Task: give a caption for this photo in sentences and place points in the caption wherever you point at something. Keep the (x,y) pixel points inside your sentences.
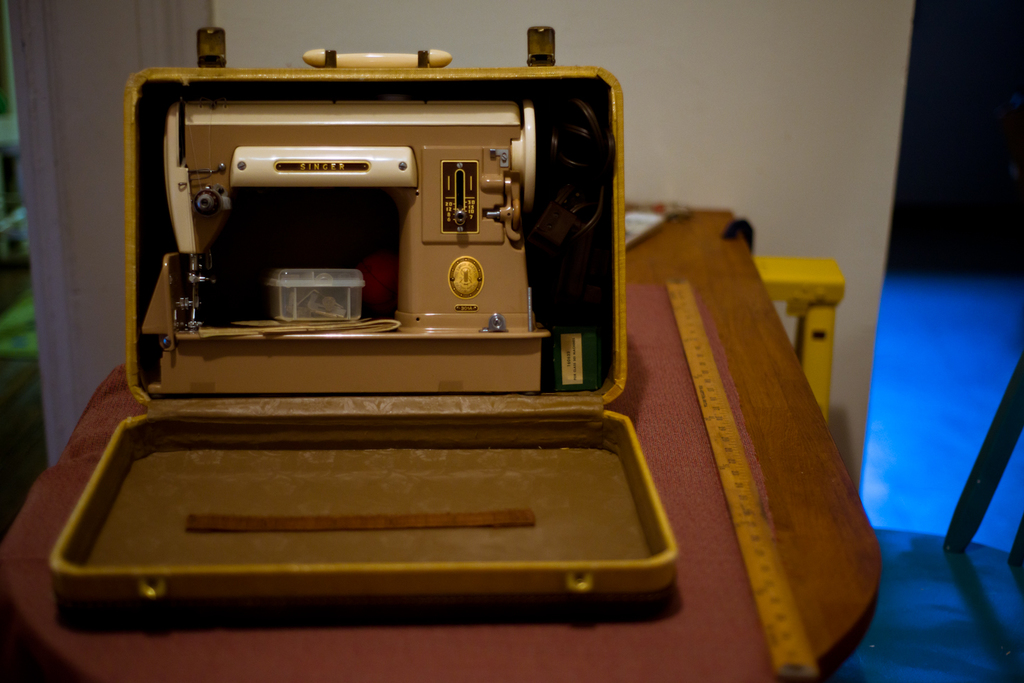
In this image there is a table (817,639), on that table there is a sewing machine (516,306) in a box (411,401) and there is a scale (722,432), in the background (223,18) there is a wall (822,6), on the right side (931,399) there is a floor (931,427).
